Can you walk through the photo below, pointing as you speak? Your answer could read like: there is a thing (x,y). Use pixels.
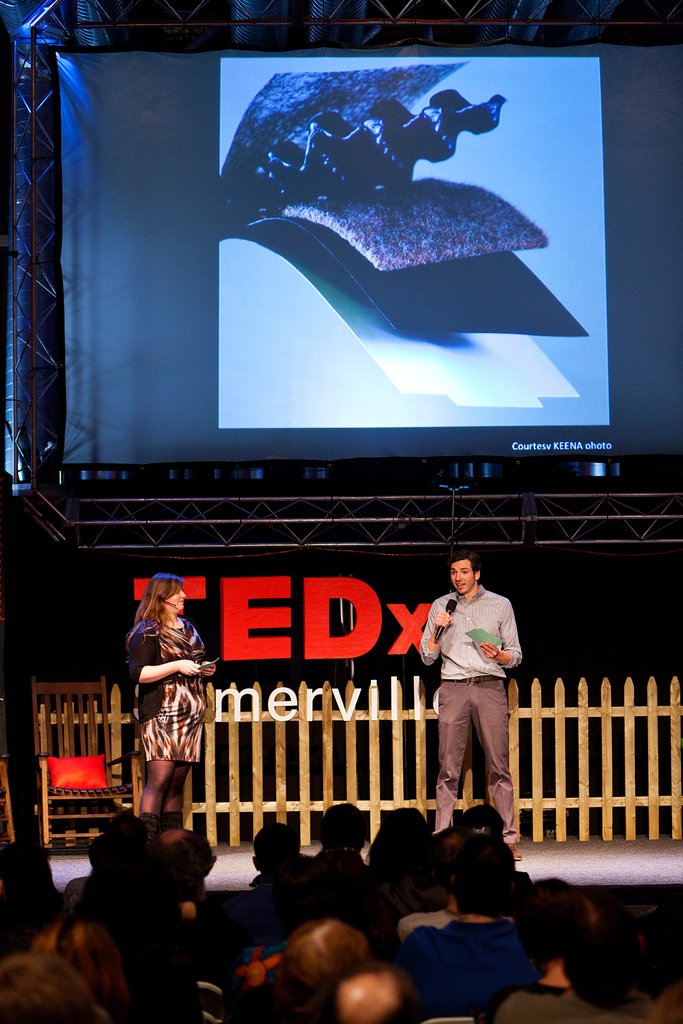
In this image we can see a few people (148,886), among them, two persons (186,761) are standing on the stage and holding the objects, also we can see a screen (551,117) and a chair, there are some metal rods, fence (257,766) and the background (196,791) is dark.
